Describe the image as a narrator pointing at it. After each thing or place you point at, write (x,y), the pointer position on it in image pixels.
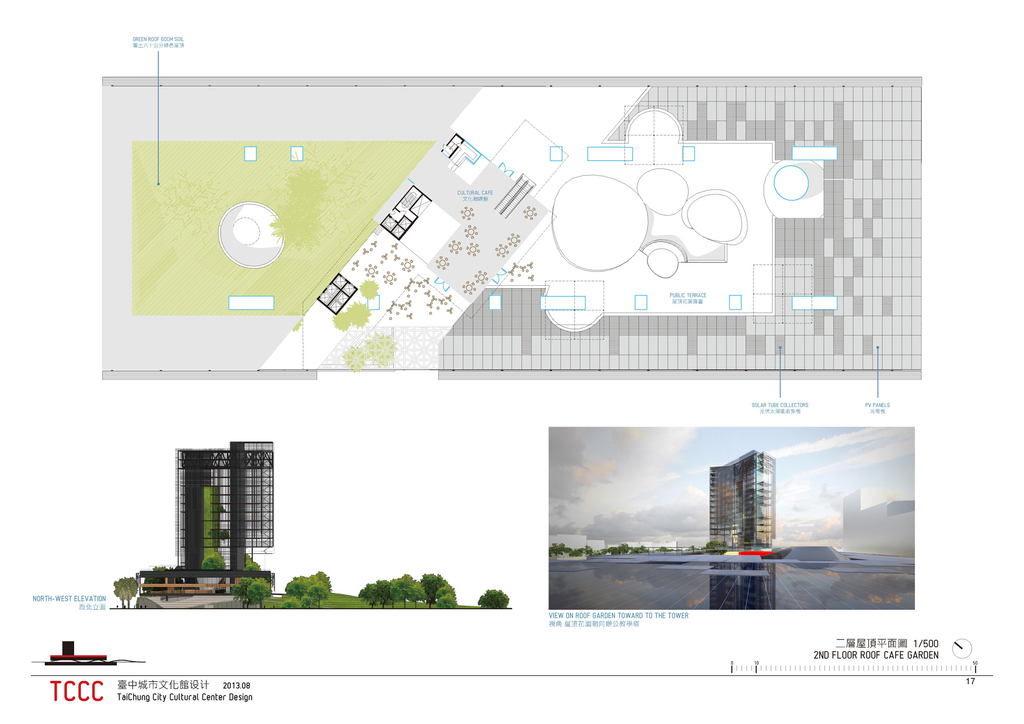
In this picture I can see trees (373,350), buildings (728,535) and something written on the image. Here I can see the sky (704,452) and some designs (483,360) on the image.
